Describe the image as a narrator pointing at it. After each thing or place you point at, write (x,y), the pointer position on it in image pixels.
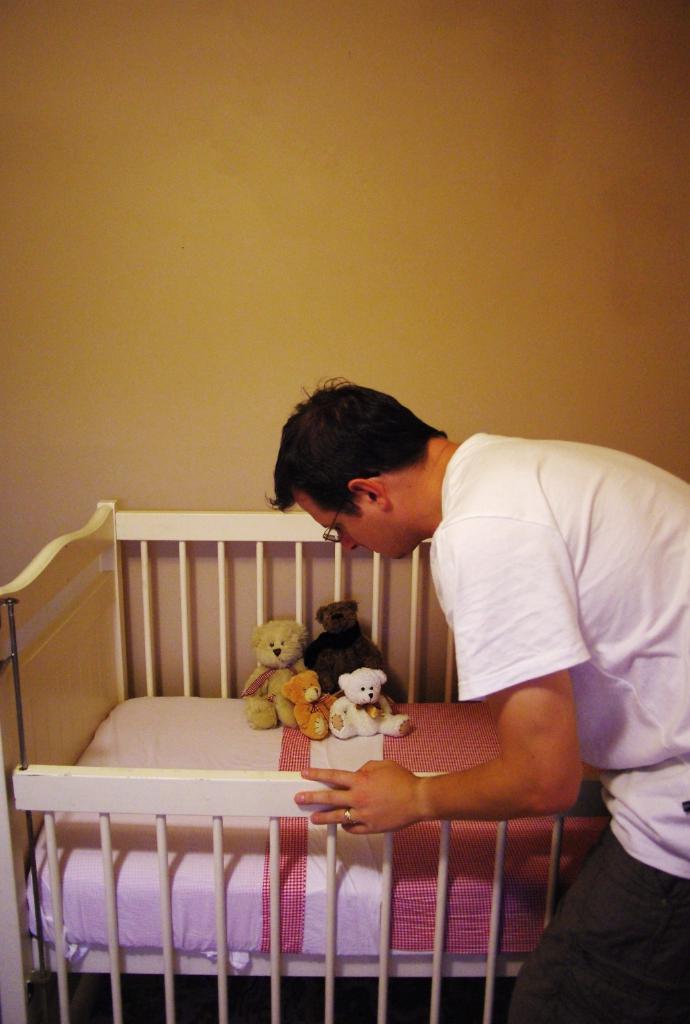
In the image I can see a person (574,526) who is standing beside the bed (221,746) on which there are some dolls (263,636).
